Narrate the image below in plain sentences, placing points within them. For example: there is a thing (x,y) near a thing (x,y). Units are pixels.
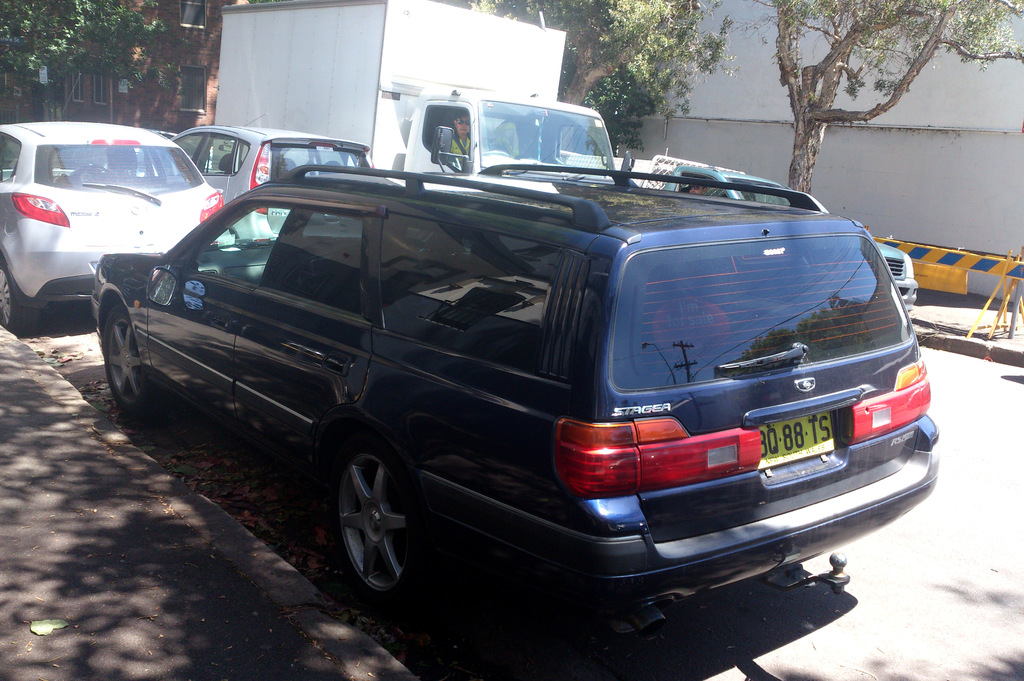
In this picture we can see a few vehicles (418,122) and dry leaves (297,494) on the road (462,675). A person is visible on a truck (414,155). There is a yellow object (918,253) visible on the path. There are a few trees (52,10) and buildings (699,138) in the background (30,43).
